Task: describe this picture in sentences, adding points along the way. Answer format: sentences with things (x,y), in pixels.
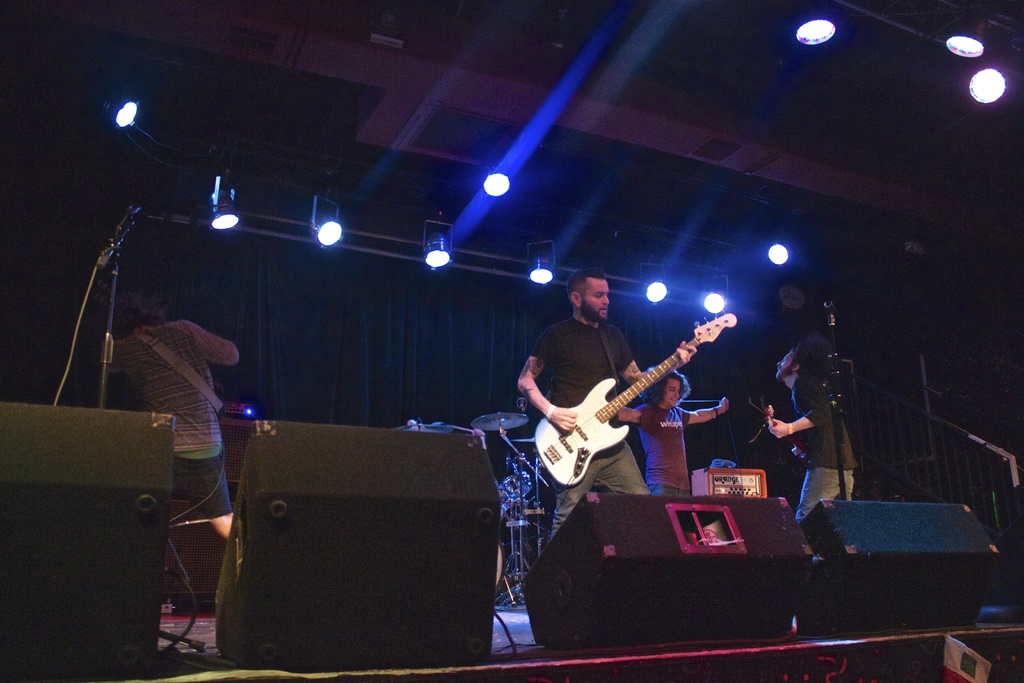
This image is clicked in a musical concert. There are lights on the top (983,99), there are lights (993,87) on the right side (980,85) corner. There is person (592,484) in the middle of the image (628,362) who is playing a guitar (725,323). he is wearing black shirt (570,361). Other two persons (653,445) who are standing beside him are also smiling and the person (212,386) on the left side (184,355) is standing and there is a mic (134,217) on the left side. There are stairs (888,486) on the right side (993,472) bottom corner. There are drums (527,515) in the middle of the image (482,419).
